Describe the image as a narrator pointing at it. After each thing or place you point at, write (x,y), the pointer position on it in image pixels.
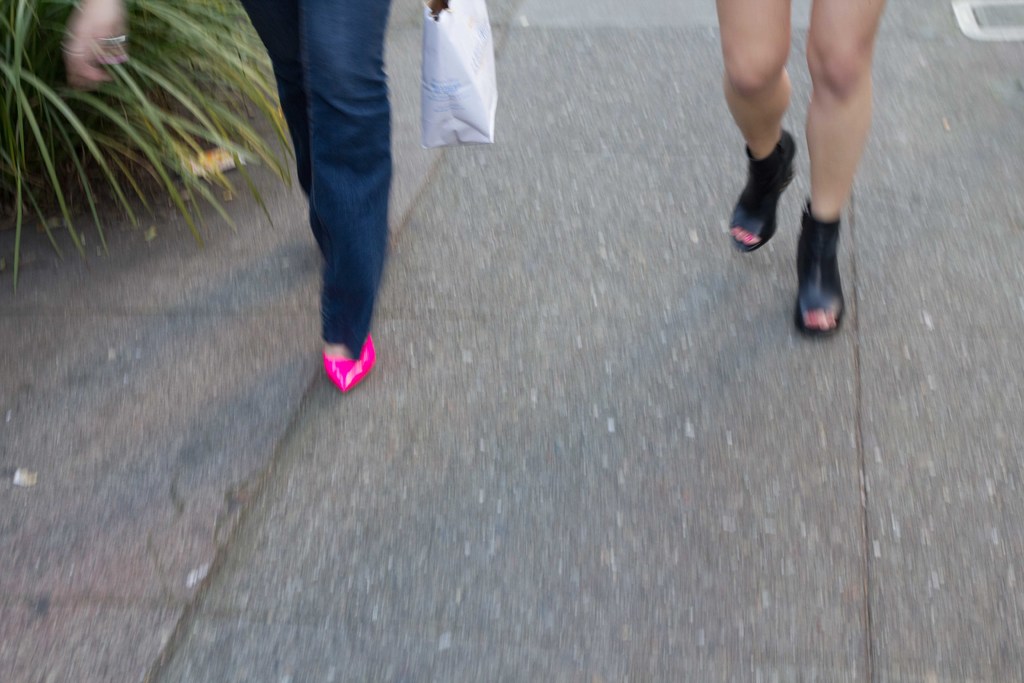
In this image, we can see a floor (770,588) and there are two persons (301,75) walking, at the left side (98,133) there is a green color plant (119,119).
